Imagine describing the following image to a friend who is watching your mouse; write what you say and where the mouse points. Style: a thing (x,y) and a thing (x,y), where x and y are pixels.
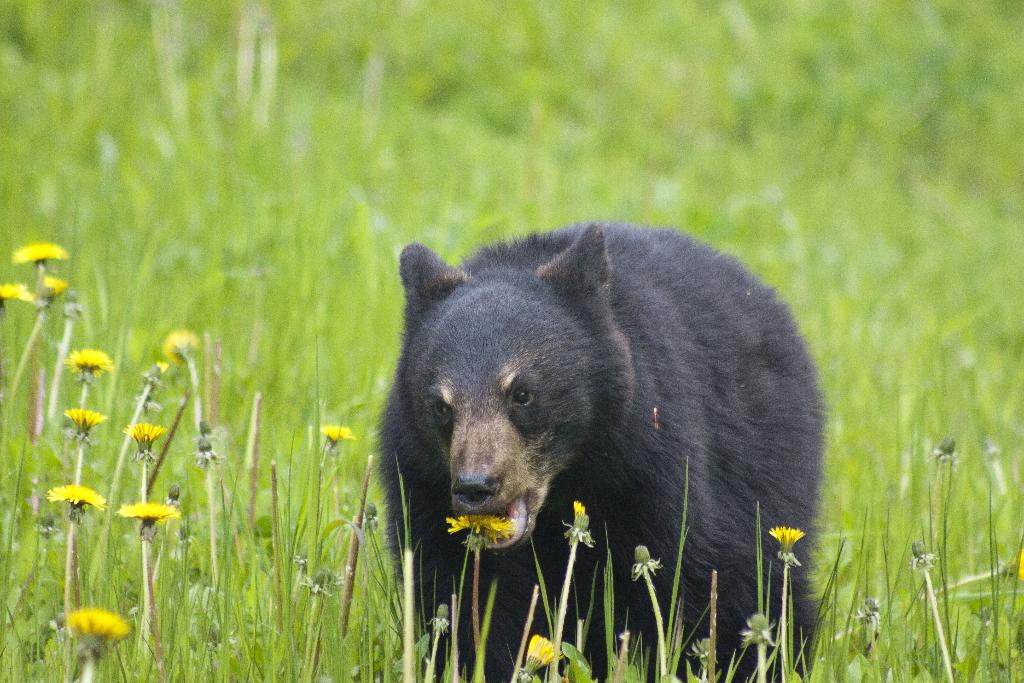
In this image there is a bear (551,477) in the grass (310,530), there are a few flowers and plants (179,497).
